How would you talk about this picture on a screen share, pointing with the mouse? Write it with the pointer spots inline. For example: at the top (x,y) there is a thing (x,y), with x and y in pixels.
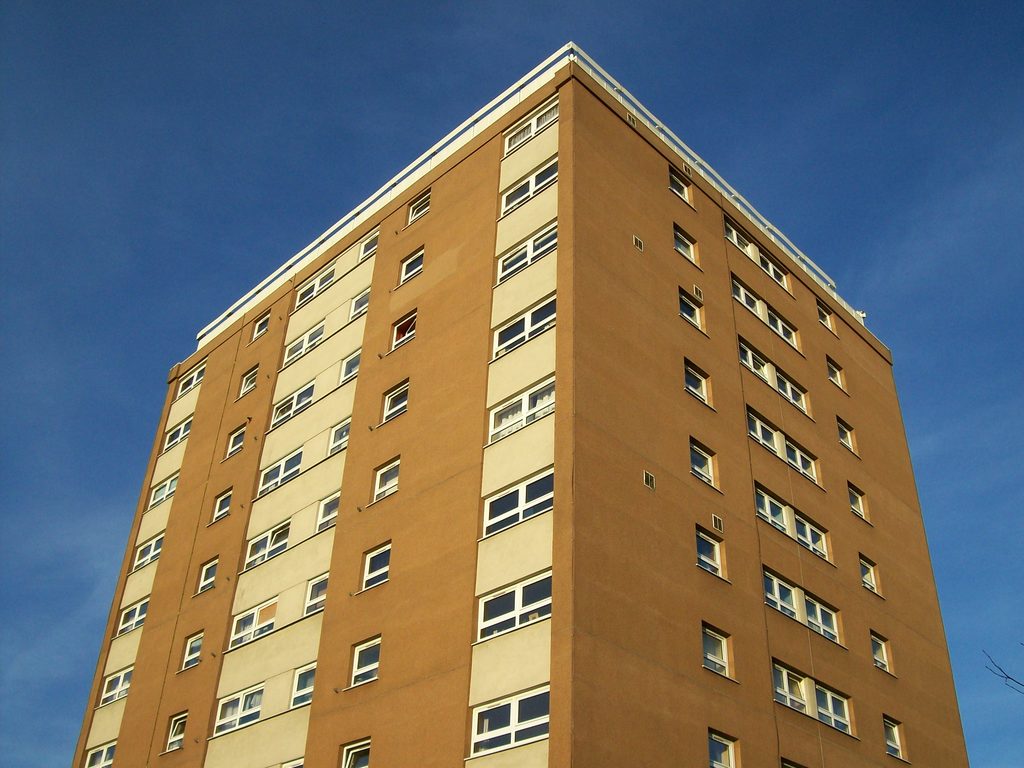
In this image there is a building (426,530) and the sky (184,272) is clear.
